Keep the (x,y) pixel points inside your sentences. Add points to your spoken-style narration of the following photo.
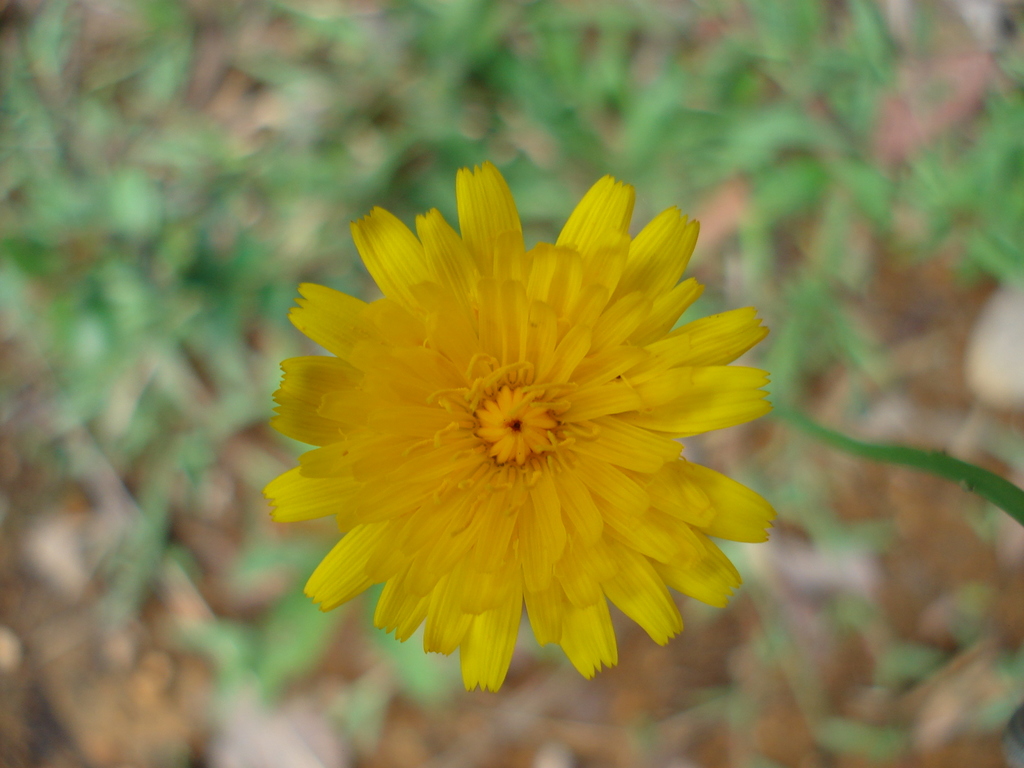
In this image we can see a yellow color flower (512,462) and a blurry background (31,496).
